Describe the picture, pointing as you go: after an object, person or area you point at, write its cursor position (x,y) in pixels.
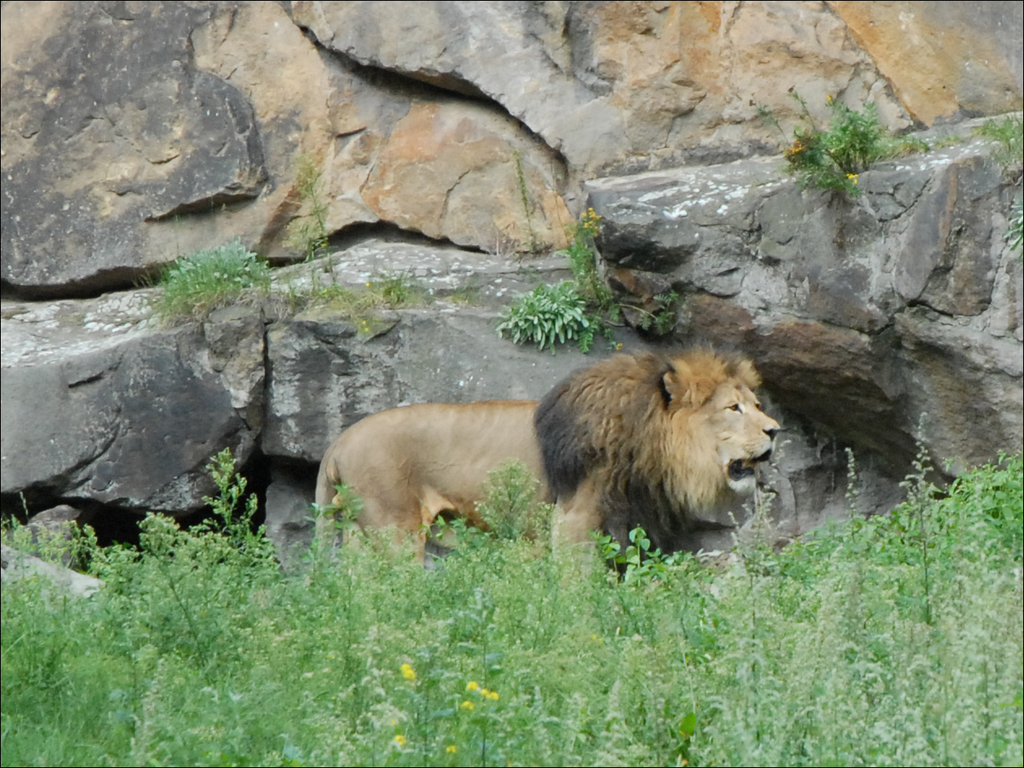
In this image we can see a lion (514,456). There are plants (470,654) at the bottom of the image (567,707). In the background (225,186), we can see the rocks (708,169).
